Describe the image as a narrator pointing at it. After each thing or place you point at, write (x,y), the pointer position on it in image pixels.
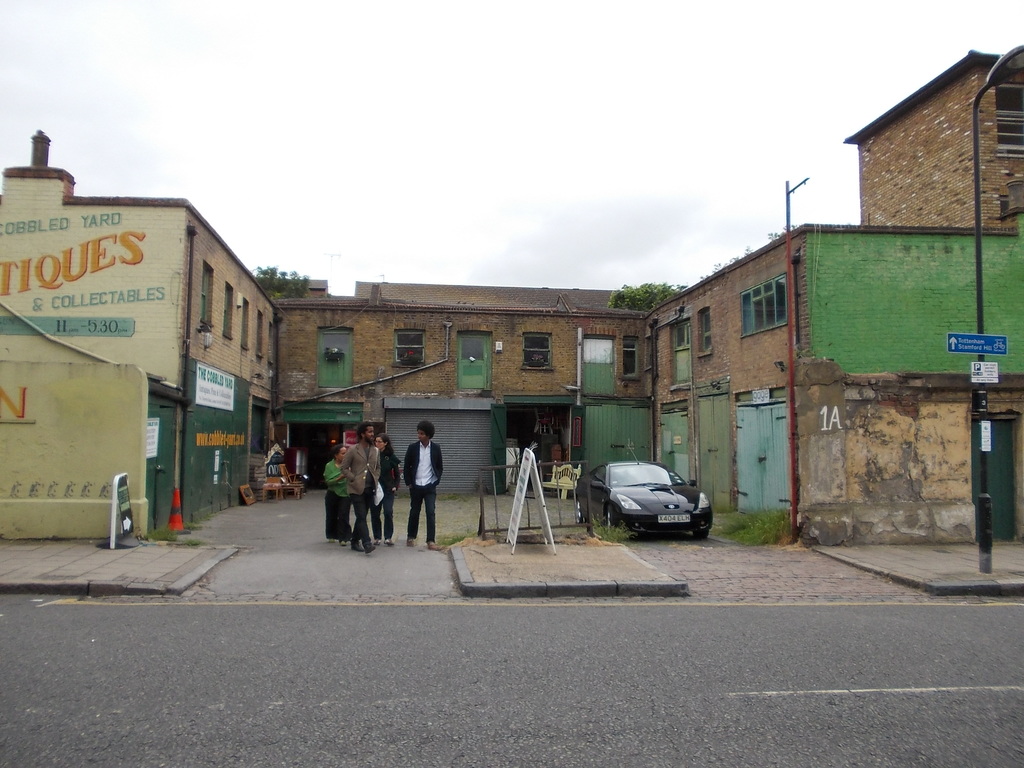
In this image, we can see buildings (922,530), trees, boards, stands (481,485), a vehicle (619,494) and there are objects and some people (418,489). At the top (846,196), there is sky (354,84) and at the bottom (328,670), there is a road (121,616).
